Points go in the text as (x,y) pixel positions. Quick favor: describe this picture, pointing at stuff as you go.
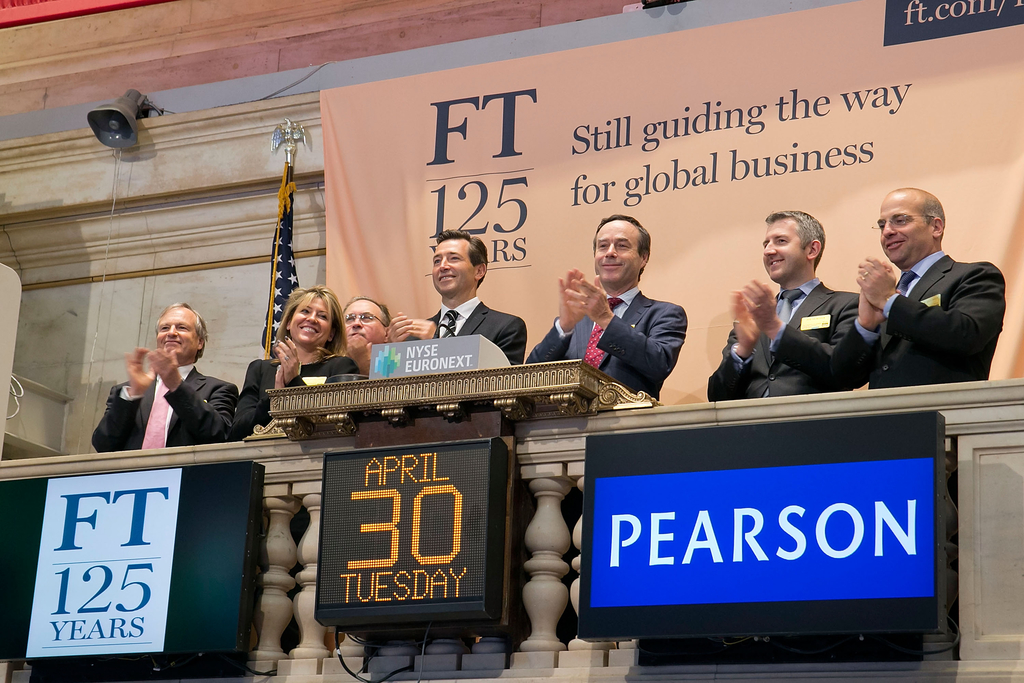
In front of the image there are display boards (495,527) on the railing (559,504). Behind the railing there are people (961,290) standing on the building (199,260) and they are clapping with their hands (774,314). Behind them there is a banner (439,158), flag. In front of them there are some objects (380,374) on the platform (465,380). In the background of the image (195,122) there is a speaker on the wall (50,189). On the left side of the image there is some object (3,383).
